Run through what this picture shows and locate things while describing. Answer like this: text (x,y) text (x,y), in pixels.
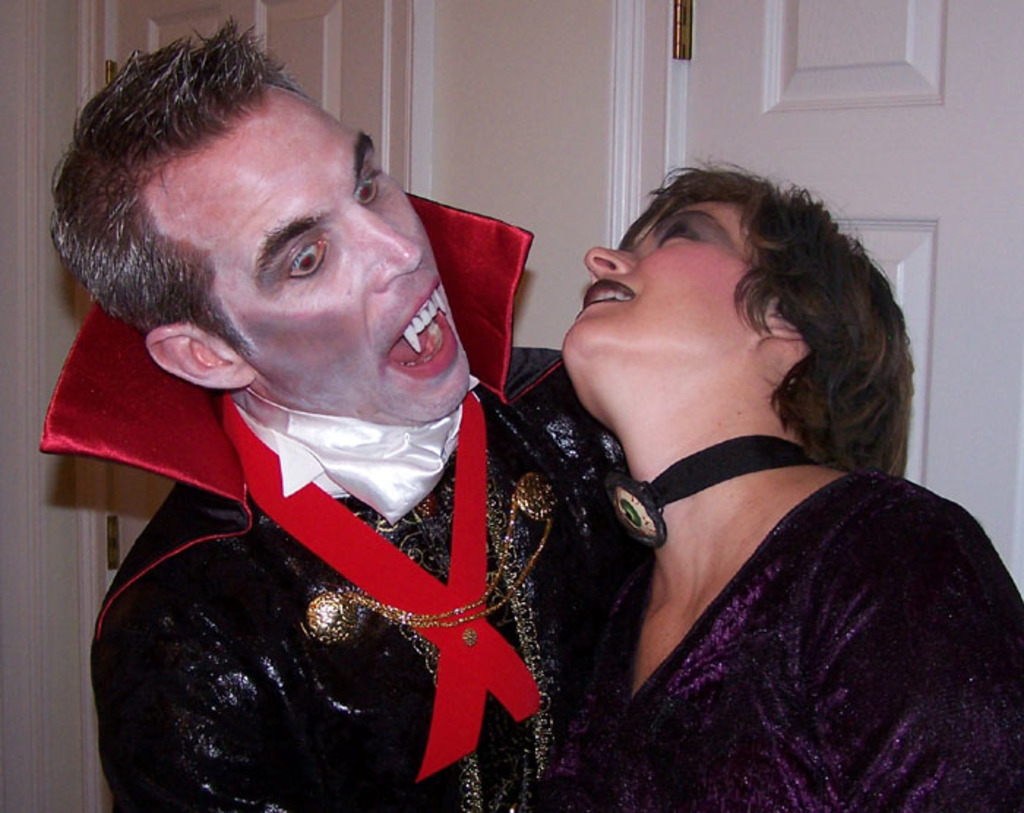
In this image there are people (568,480) with costumes (532,510) in the foreground (398,645). There are doors (978,189) and there is a wall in the background (17,1).
